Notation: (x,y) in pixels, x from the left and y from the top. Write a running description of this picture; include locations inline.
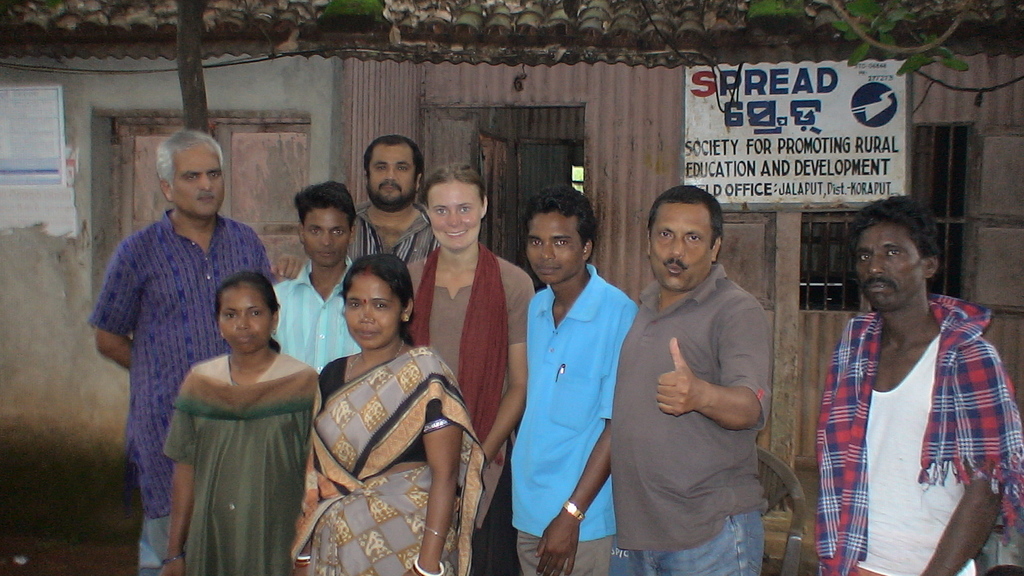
In this picture we can see there is a group of people (557,458) standing and behind the people (574,373) there is a house (553,162) with a board (791,90). In front of the house (392,70) there are cables (56,69) and a branch (880,28).
